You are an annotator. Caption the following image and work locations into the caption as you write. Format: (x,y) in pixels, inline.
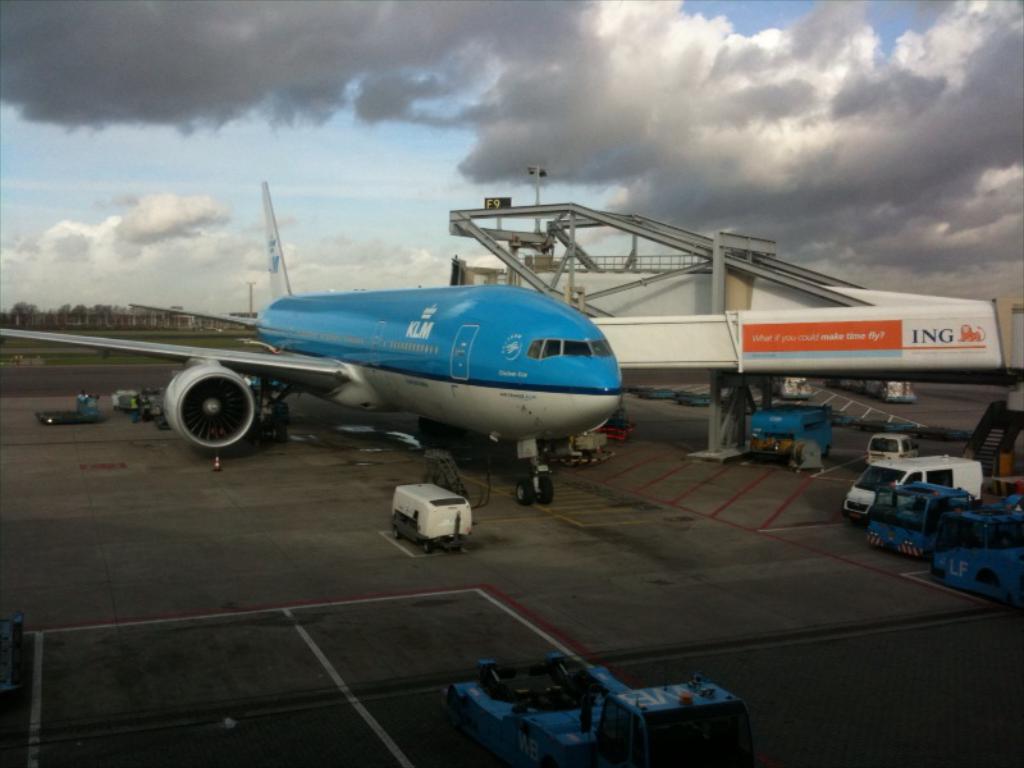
This picture is clicked outside. In the foreground (697,697) we can see the vehicles (469,687) seems to be parked on the ground (615,620). In the center (394,337) there is an airplane (319,383) parked on the ground (588,538). On the left (147,415) we can see the persons like things (136,411) and we can see the vehicles (151,402). On the right (858,345) we can see the text (910,336) and the depiction (978,343) of an animal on the object (672,336) and we can see the metal rods (634,266), stairway (1000,432) and many other objects (1015,406). In the background (250,157) we can see the sky (426,157) with the clouds (683,130) and we can see the trees (105,310), buildings (195,318) and the green grass (222,335) and some objects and we can see the text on the airplane (451,328).
